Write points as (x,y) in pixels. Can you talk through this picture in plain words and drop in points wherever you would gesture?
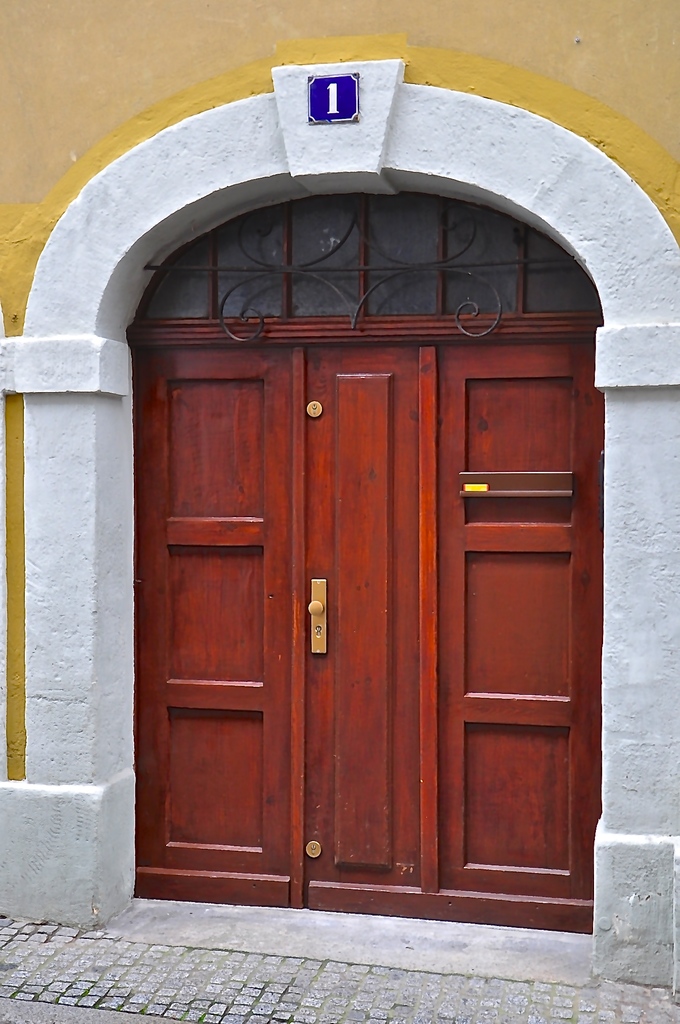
In this picture we can observe a red color door (334,465). In front of the door (422,621) there is a path (269,982). We can observe a wall (121,100) which is in yellow and white color. We can observe a blue color board (328,96) fixed to this white color wall (332,155).
